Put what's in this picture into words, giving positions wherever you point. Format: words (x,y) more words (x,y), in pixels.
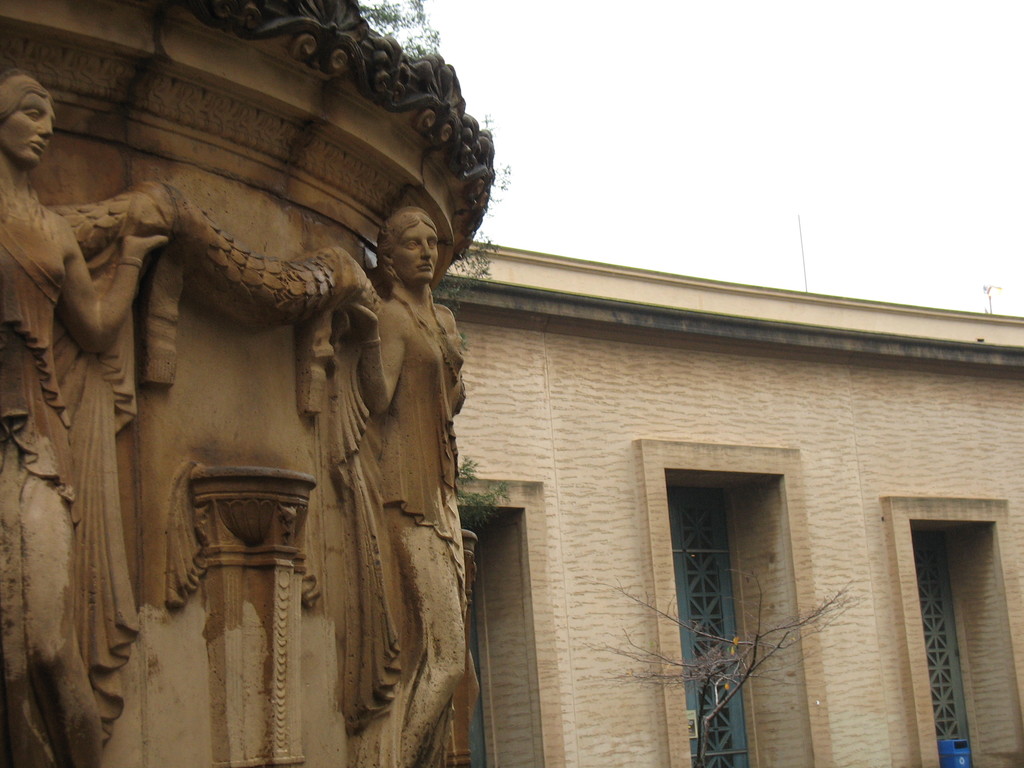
This picture shows a building (539,276) and we see sculpture (384,246) on the wall (386,208) and we see a tree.
